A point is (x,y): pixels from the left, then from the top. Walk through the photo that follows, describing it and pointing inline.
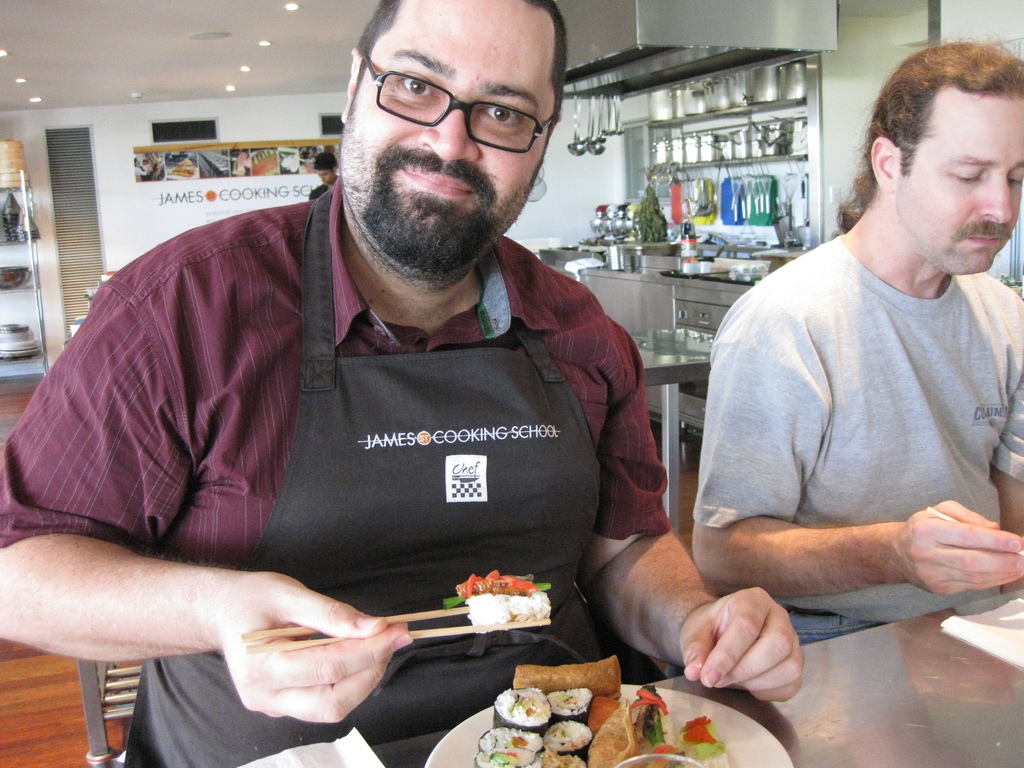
In this image i can see in side view of a building (132,124) and there are the two persons (480,420) sitting in front of the table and a person (97,428) wearing a brown color shirt (79,447) on the left side (38,492) and his holding a food object (469,611) on his hand (392,645), on the right side (764,422) a person (770,401) wearing a gray color t-shirt (881,403), back side of him there is a table (672,356), on the table (651,309) there are some objects (651,245) kept on the table (652,323).
